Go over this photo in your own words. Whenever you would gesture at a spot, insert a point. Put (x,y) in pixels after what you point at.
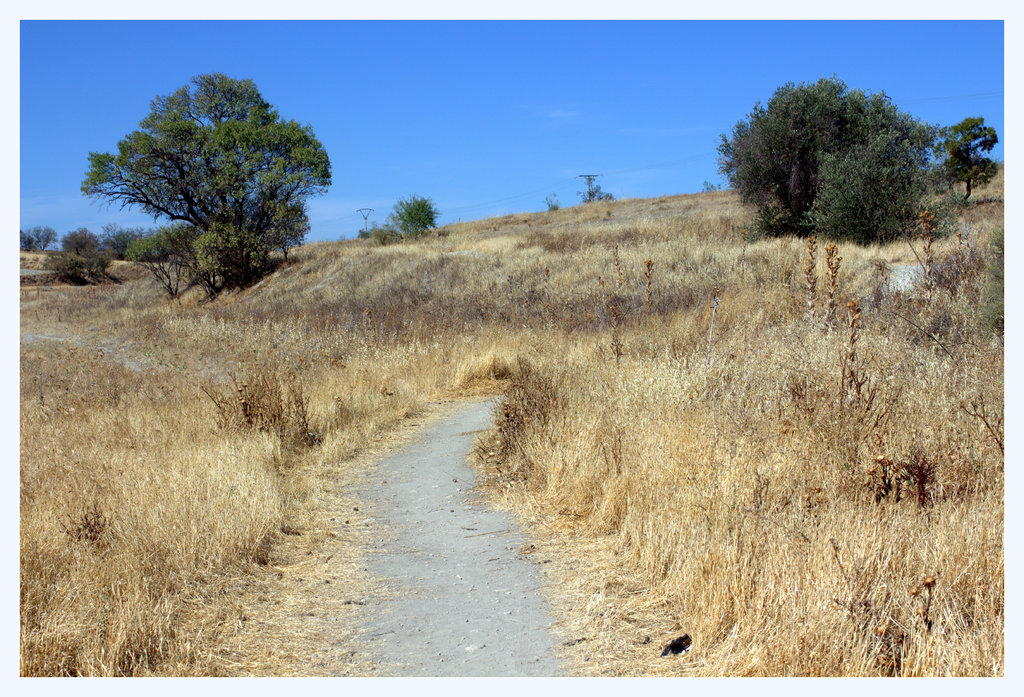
In this image I can see dried grass (380,337), a walkway (441,545), some trees (899,148) and electric pole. At the top of the image (549,149) I can see the sky (555,157).
